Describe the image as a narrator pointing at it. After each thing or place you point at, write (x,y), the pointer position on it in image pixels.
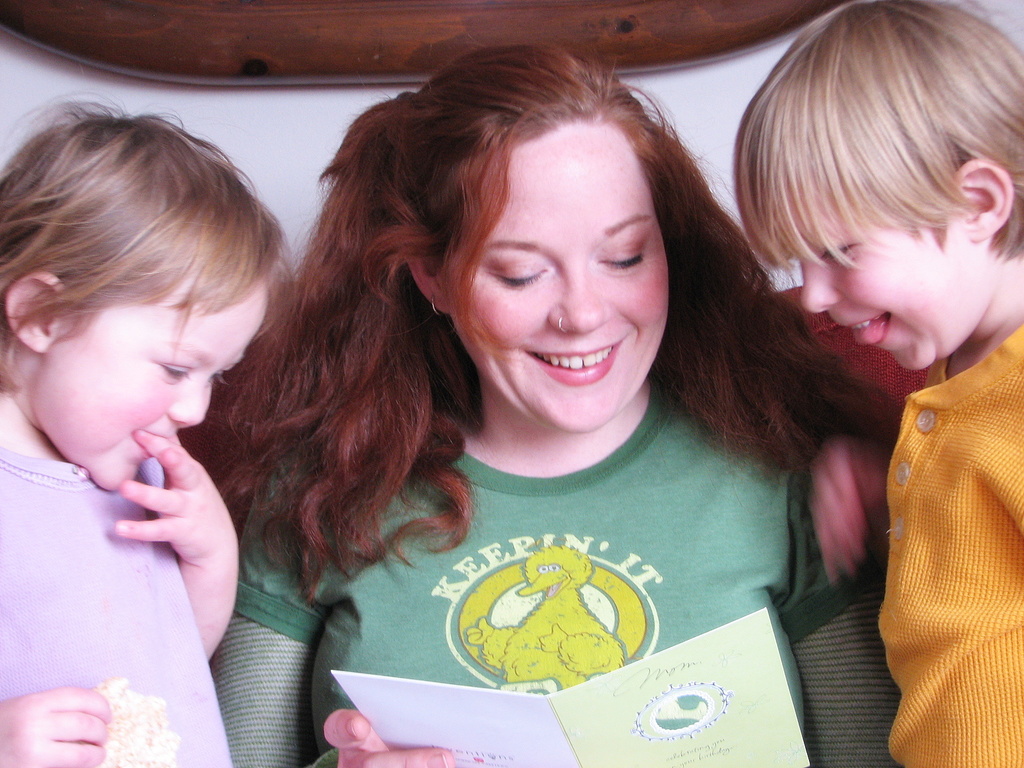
In this picture I can see two kids (233,242) and a woman (525,367) smiling, a woman (496,541) holding a card (687,663), and in the background (525,38) there is an wooden object (421,59).
